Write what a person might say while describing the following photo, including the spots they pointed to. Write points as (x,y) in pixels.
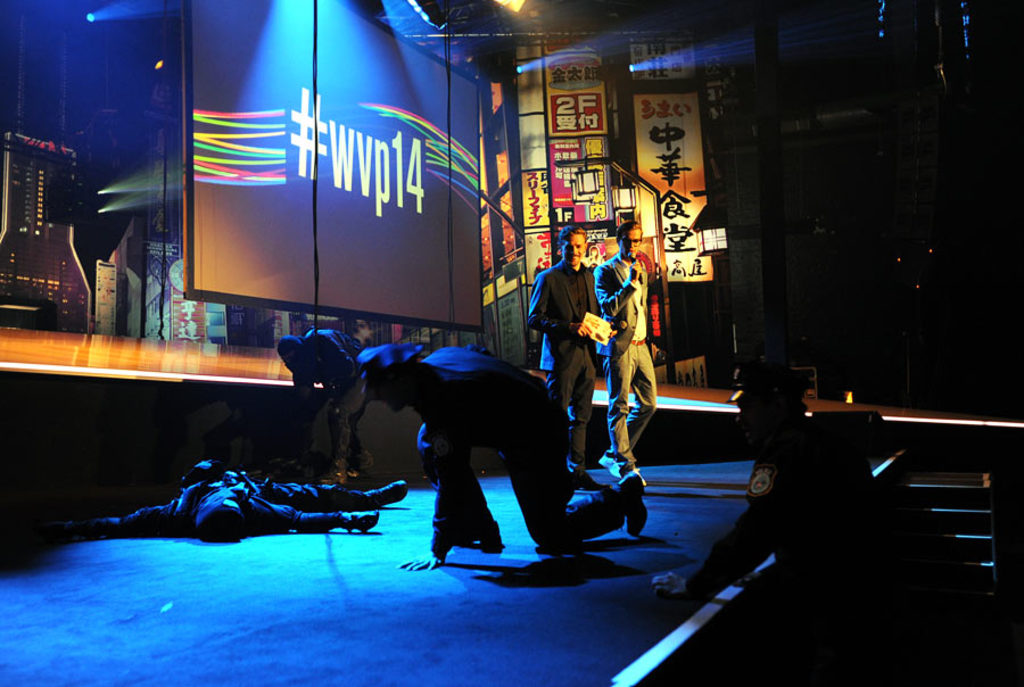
In the picture I can see two men (574,298) standing on the floor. I can see one of them speaking on a microphone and the other man (547,289) is holding a paper (602,322) and there is a smile on his face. I can see a person (210,505) on the floor (126,541) and looks like he is unconscious state. I can see a policeman (808,581) on the right side (814,600). Here I can see staircases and there are posters (673,204) and text (327,160) on it.
